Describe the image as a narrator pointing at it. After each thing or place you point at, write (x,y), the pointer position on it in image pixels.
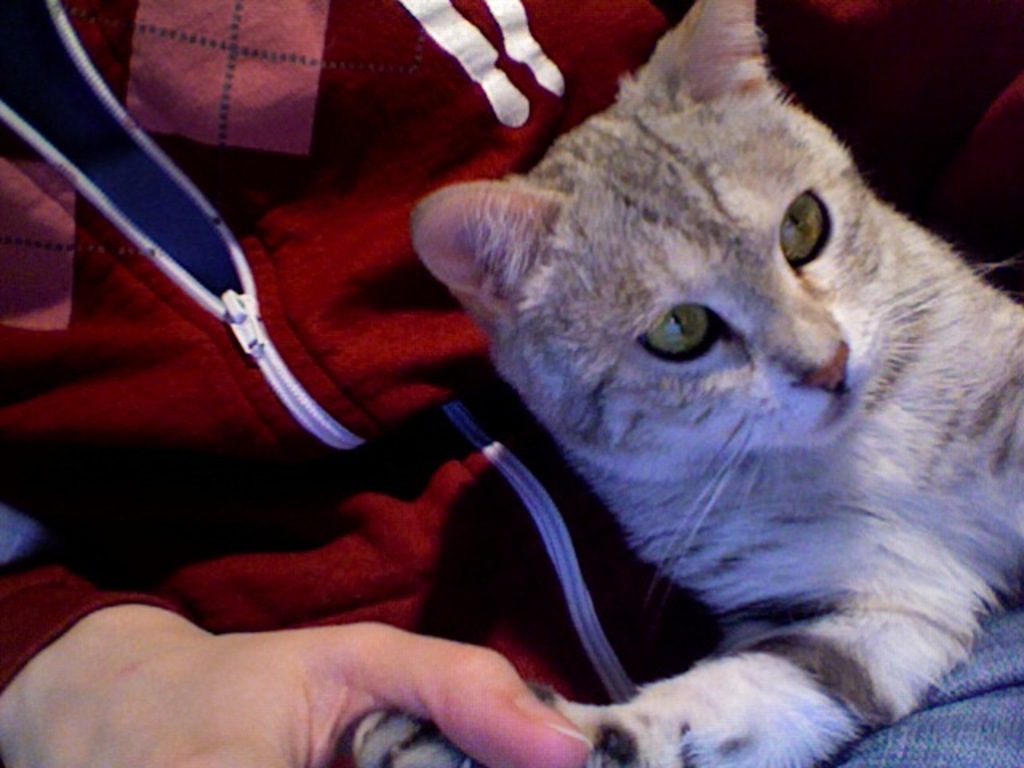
On the left side of this image (256,557) I can see a person (263,610) wearing a red color jacket (262,398) and sitting. On the right side (886,520) there is a cat (790,610).
